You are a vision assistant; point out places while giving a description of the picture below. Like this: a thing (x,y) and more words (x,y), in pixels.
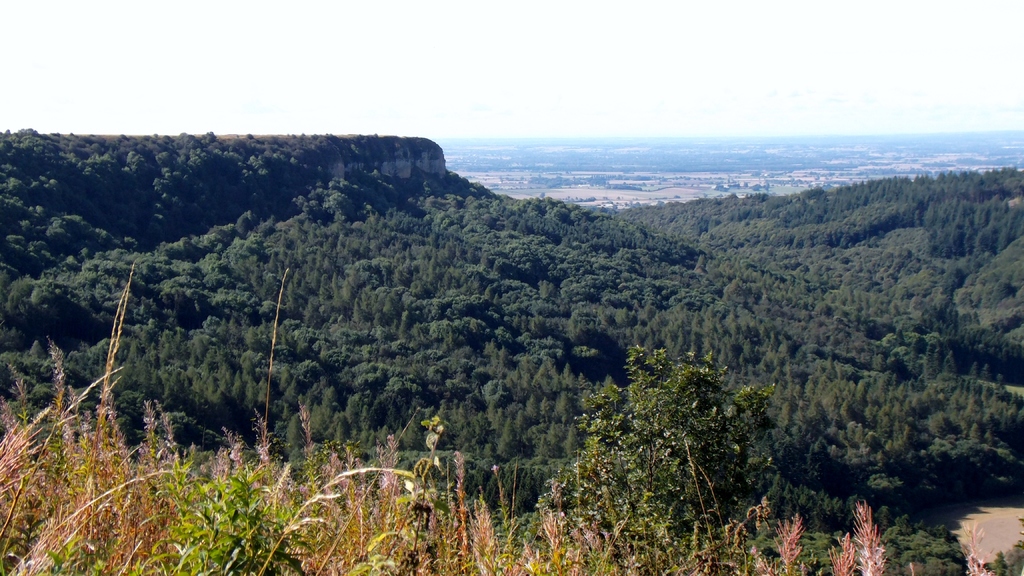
This image is taken outdoors. At the bottom of the image (561,506) there are many trees (329,284) and plants (662,401) on the hill (261,413).
